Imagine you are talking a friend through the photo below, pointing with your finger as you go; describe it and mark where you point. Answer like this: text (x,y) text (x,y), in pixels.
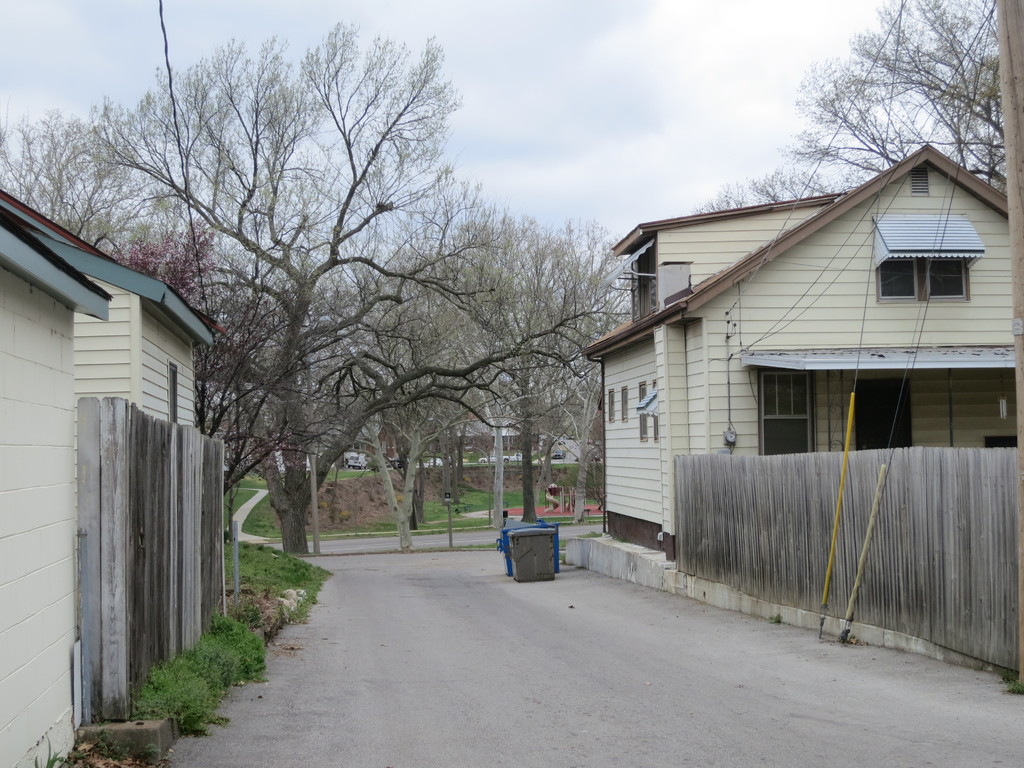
In this picture I can see the wooden houses (972,430), trees (433,434), plants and grass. In the center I can see the dustbins (512,557) on the road (483,558). Beside that I can see the wooden partition (824,529). At the top (648,56) I can see the sky (703,16) and clouds (661,35).
